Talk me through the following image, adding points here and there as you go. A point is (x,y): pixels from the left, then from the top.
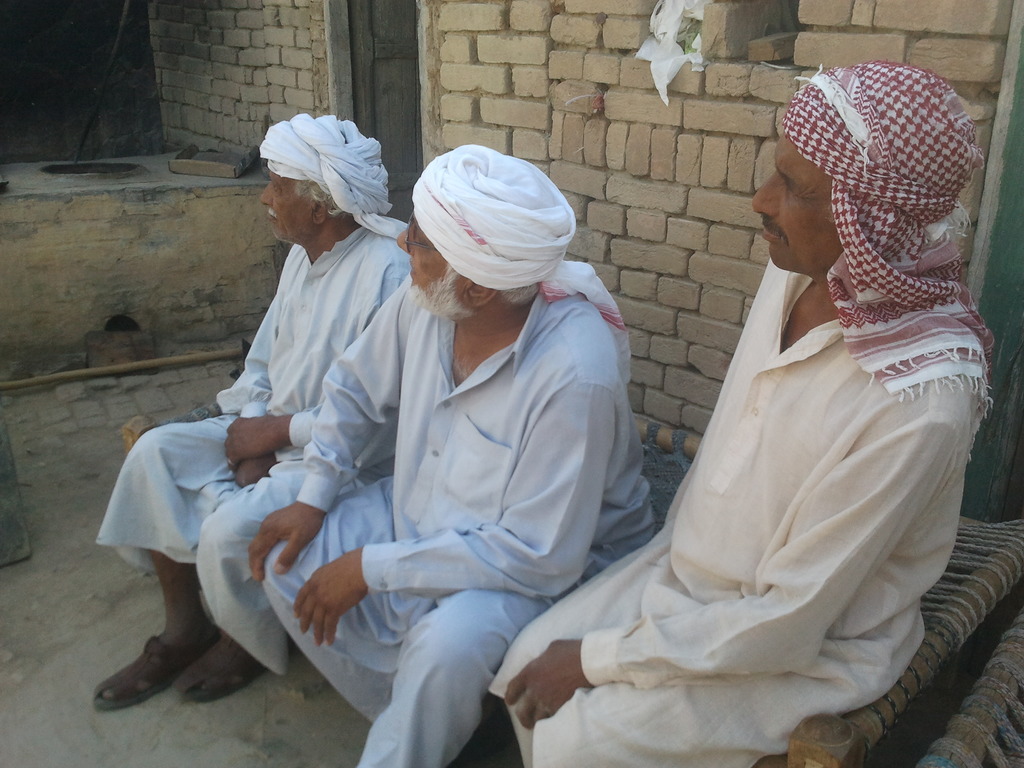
In the center of the image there are three persons (570,747) sitting on a cot (1019,552) wearing turbans (789,128). In the background of the image (546,123) there is wall (627,124).
